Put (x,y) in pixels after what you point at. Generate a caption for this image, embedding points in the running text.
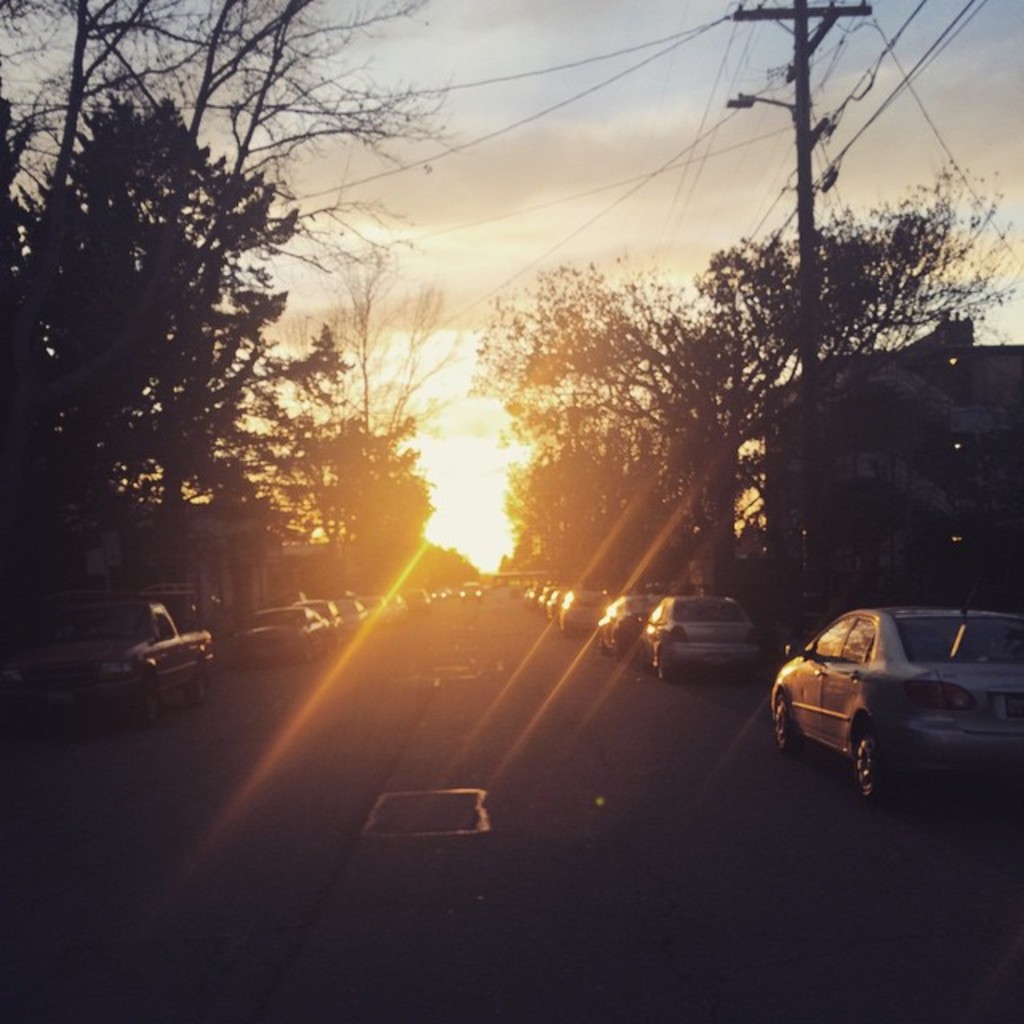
The picture is clicked on the street (800,942). In the center of the picture (413,626) there is a road (456,628), on the road (528,607) there are vehicles (310,613). In the center of the background (492,484) there are trees (428,509) and sun (439,488). On the left (167,515) there are trees (260,386). On the right (794,420) there are trees (845,287), current pole (795,4) and cables (841,105).
